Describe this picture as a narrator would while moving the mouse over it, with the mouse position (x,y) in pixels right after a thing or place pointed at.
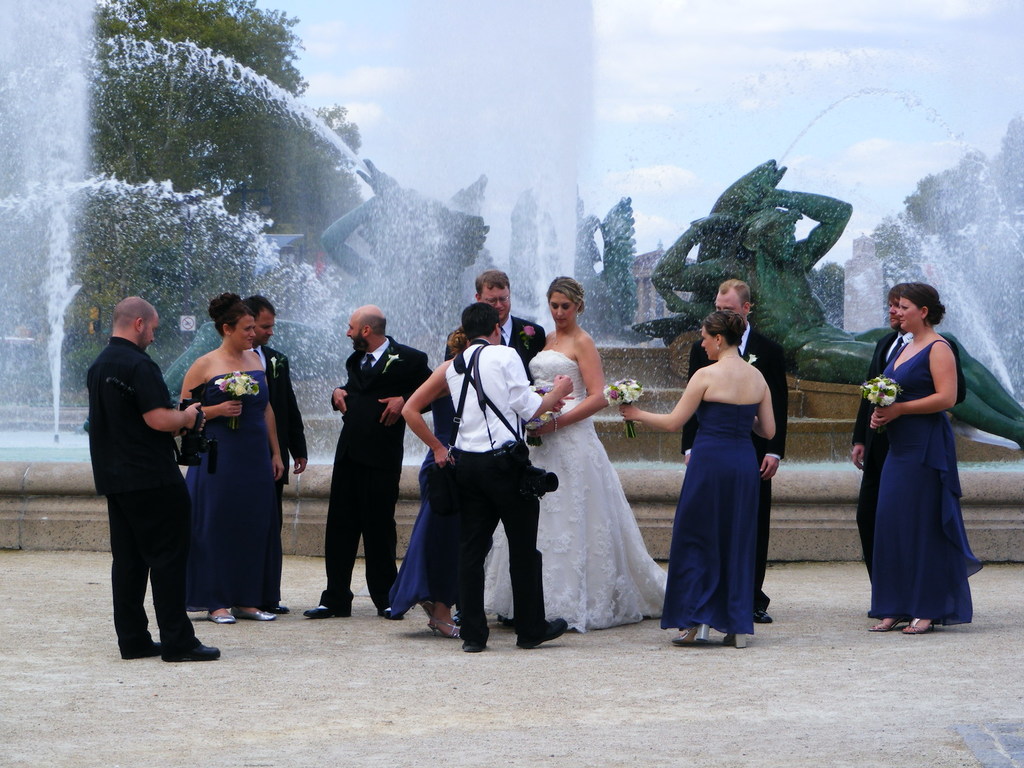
In this picture, we see people (497,367) standing. The man (466,413) in white shirt (507,403) is wearing a camera bag (508,478). The man (124,362) on the left side (191,468) wearing a black shirt (98,463) is holding a camera (215,435) in his hand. The three women (223,424) in blue dresses (258,479) are holding a bunch of flowers (624,428) in their hands (638,407). Behind them, we see a fountain (528,263). There are trees (154,56) in the background (938,226). At the top of the picture (804,159), we see the sky (638,122).
